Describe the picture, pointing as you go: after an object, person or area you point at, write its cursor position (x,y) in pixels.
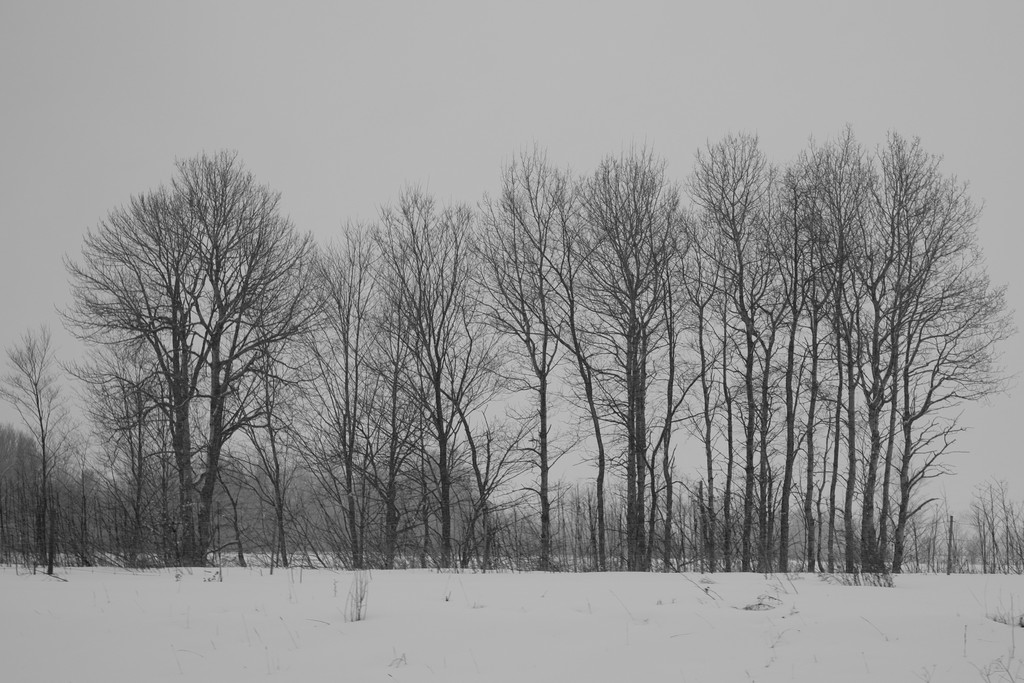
In the image we can see snow (409,609) white in color, there are many trees (488,458) and a sky (360,106).
